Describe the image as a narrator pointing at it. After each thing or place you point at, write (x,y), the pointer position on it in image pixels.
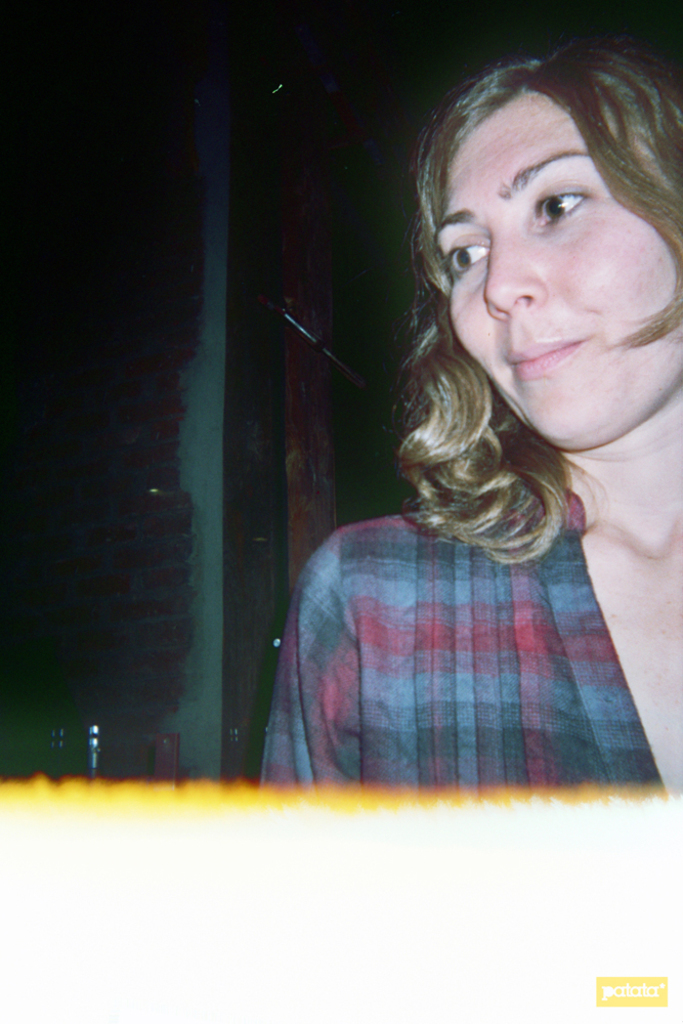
In this image we can see a lady (422,437), the background (259,197) is dark, the bottom part of the image (261,874) is white in color, also we can see the text (606,1004) on the image.
